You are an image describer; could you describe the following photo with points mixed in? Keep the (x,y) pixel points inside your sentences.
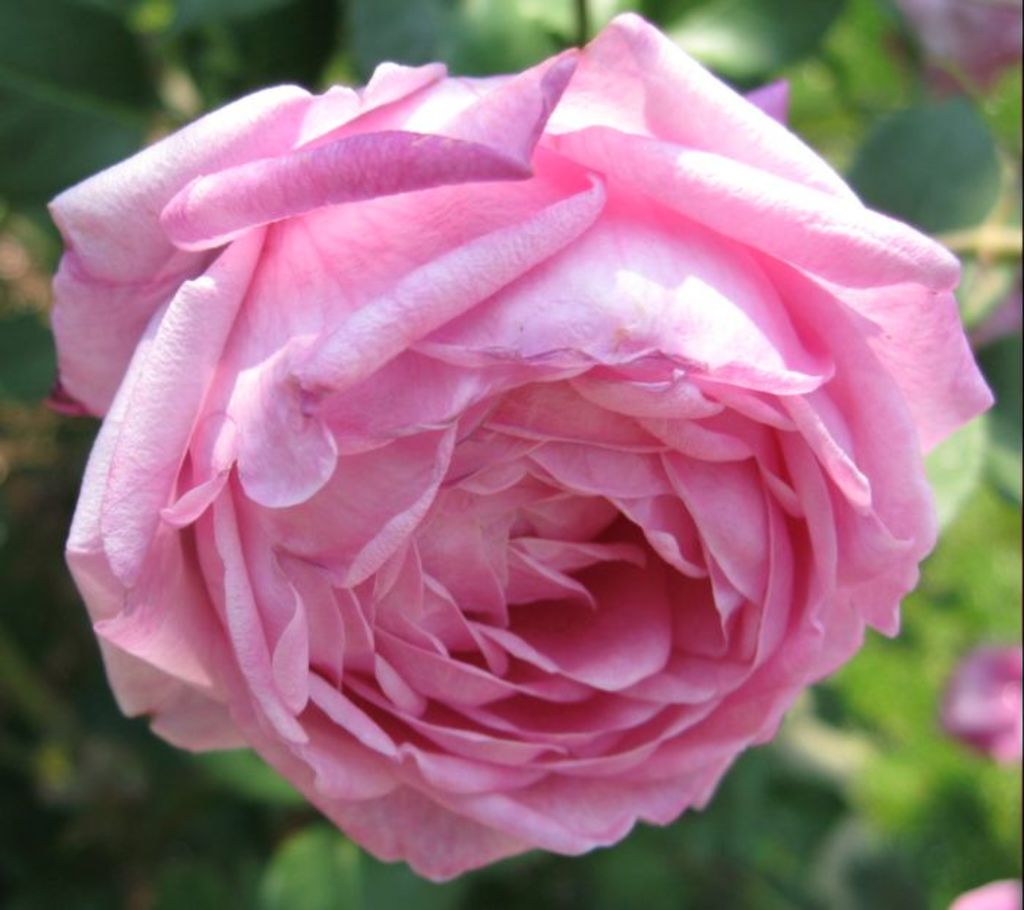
In this image there is a pink color rose flower (512,363). Background (963,736) there are plants (761,831) having flowers (963,710) and leaves (859,786).
